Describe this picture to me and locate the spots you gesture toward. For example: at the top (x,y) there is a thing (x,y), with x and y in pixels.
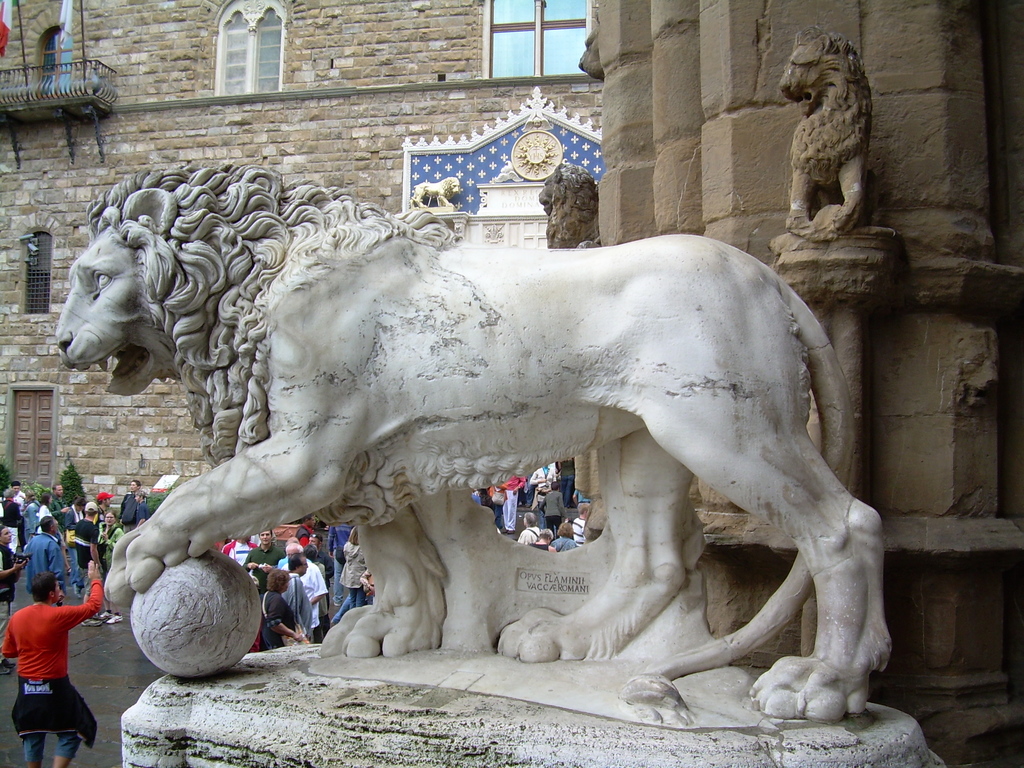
In this picture we can see a statue (487,577) of an animal (429,641) on the platform (452,714) and in the background (305,570) we can see a building (1005,479), people (301,582), trees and some object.
